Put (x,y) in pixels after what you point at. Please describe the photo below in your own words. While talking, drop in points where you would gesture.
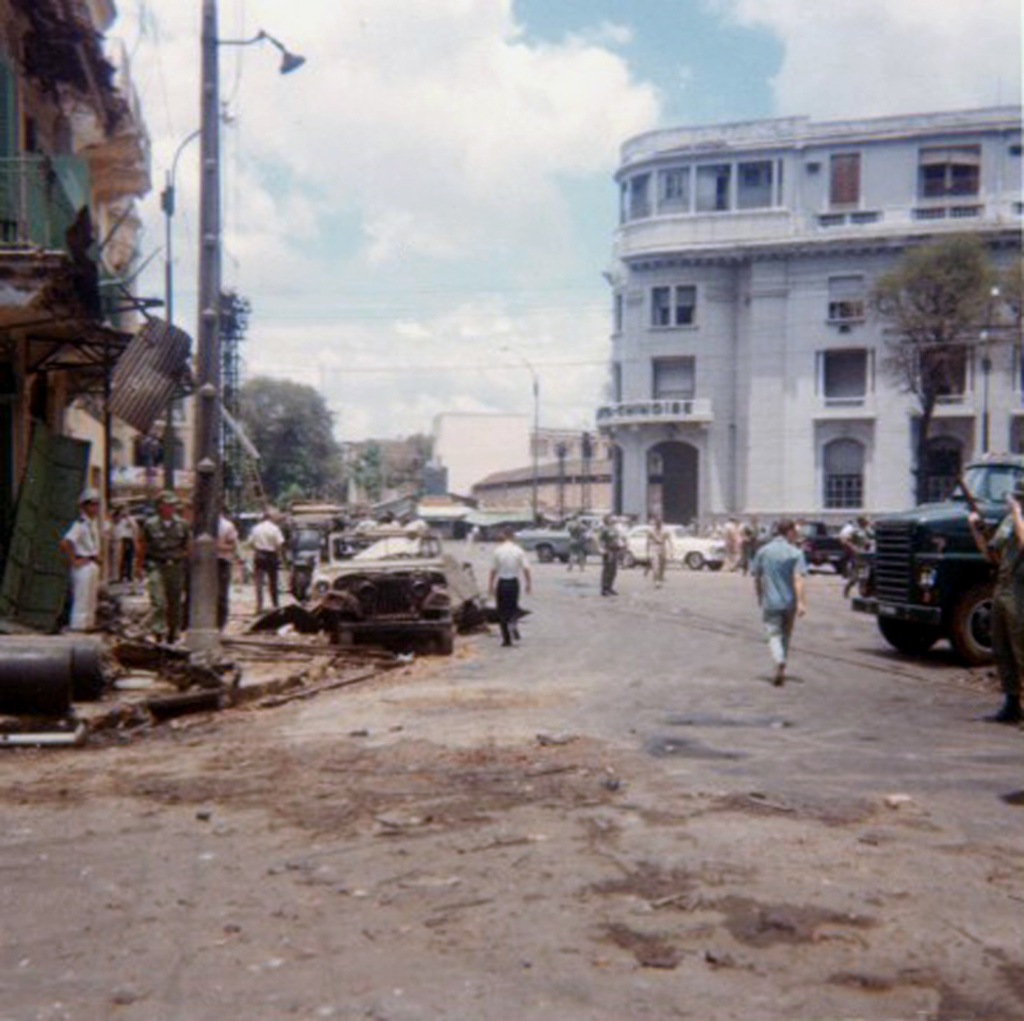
In the foreground of this picture (445,804), there is a road (497,745) to which buildings (781,371), poles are on either side of the road (487,571) and we can also see persons (501,557) walking on the road (567,669). In the background (323,434), there are trees (370,458), cables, sky (634,73) and the cloud (474,199).
